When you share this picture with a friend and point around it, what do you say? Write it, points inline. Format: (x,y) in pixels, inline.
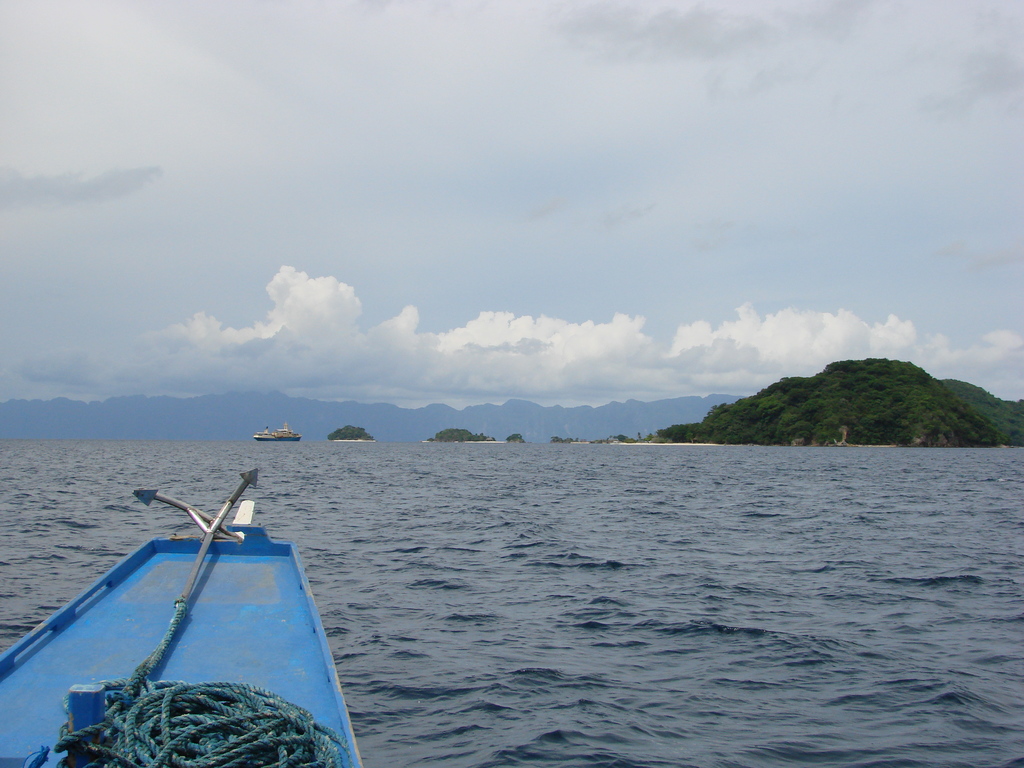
In this picture we can see boats (179,651) on water (453,601), ropes (199,688), trees (834,407), mountains (656,405) and in the background (779,247) we can see the sky (415,260) with clouds (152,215).
